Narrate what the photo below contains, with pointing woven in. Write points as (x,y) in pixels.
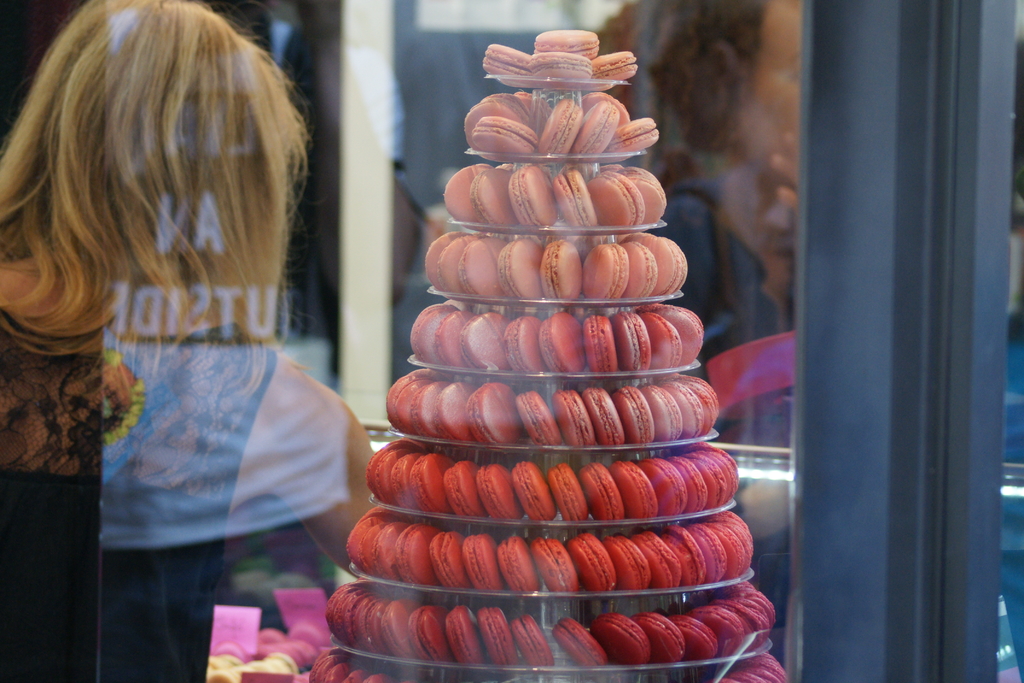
In this image we can see a woman (269,398) and macarons (496,44) placed on the cake stand (560,606).
